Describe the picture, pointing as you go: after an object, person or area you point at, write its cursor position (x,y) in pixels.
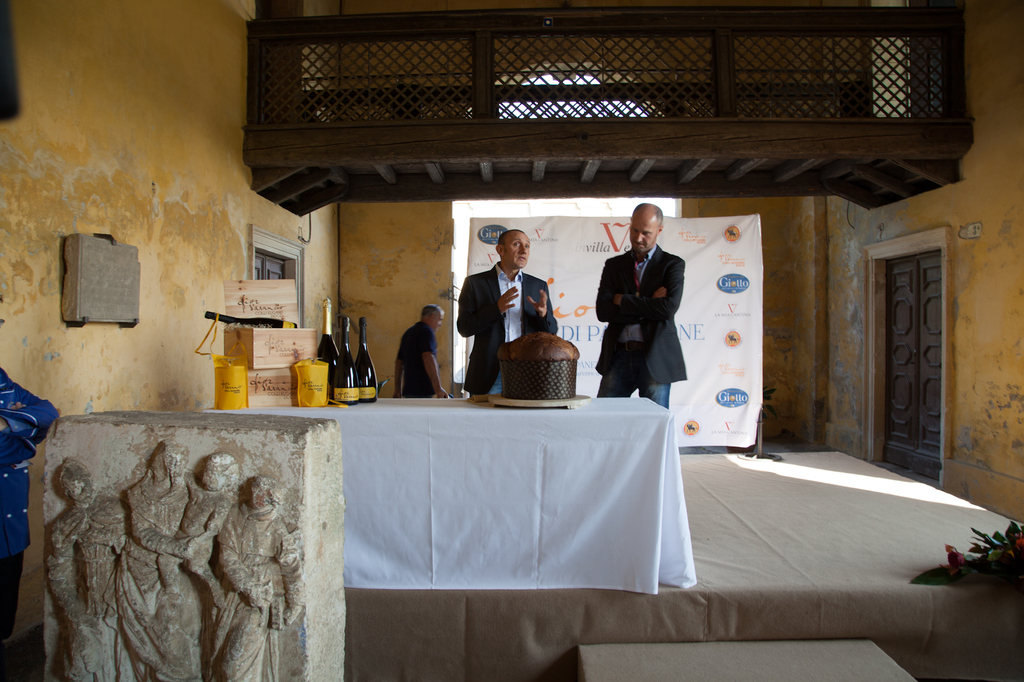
In this picture we can see there are three people (526,320) standing and a man (483,321) is explaining something. In front of the people (502,338) there is a table (486,414) with a cloth (472,458) and on the table (462,472) there are bottles (325,349), wooden boxes (271,371) and other objects (312,373). Behind the people (494,312) there is a banner (713,313) and a wall (796,310) with a door (899,323). At the top of the people (675,298) there is a pathway (524,124). In front of the table (375,451) there is a stone carving (159,557) and on the right side of the stone carving (269,524) there are flowers (984,564).
